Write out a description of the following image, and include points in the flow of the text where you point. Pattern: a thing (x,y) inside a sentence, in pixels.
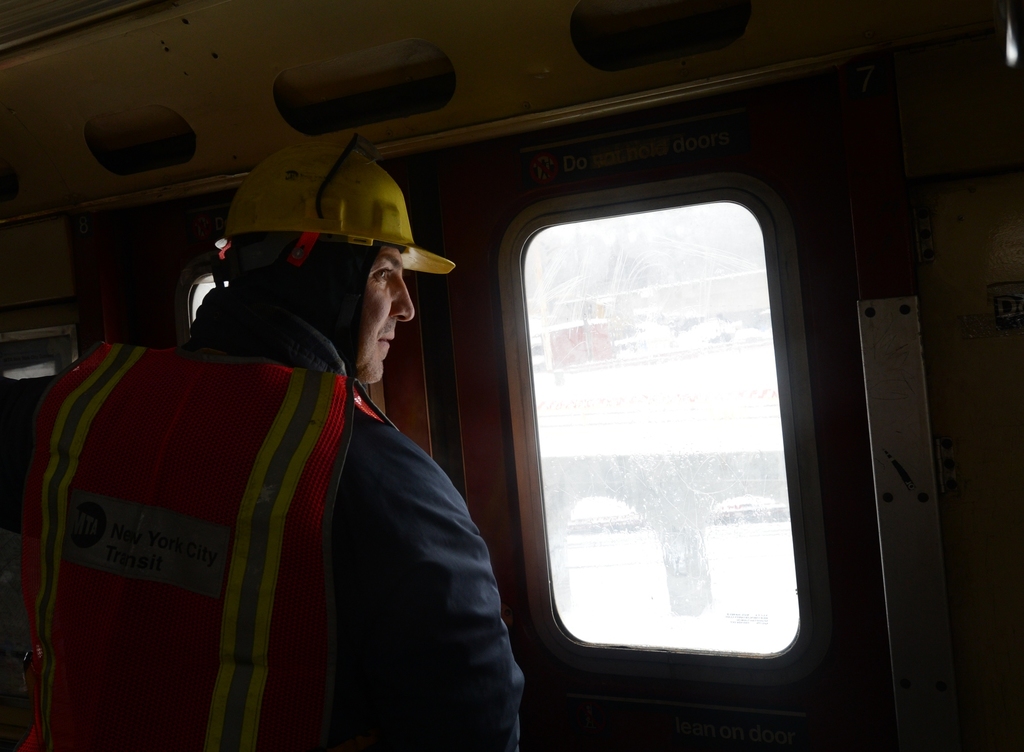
In this image there is a person (279,361) looking through the window (586,381) of a vehicle (810,384), outside the window (709,563) there is a bridge (664,471).
